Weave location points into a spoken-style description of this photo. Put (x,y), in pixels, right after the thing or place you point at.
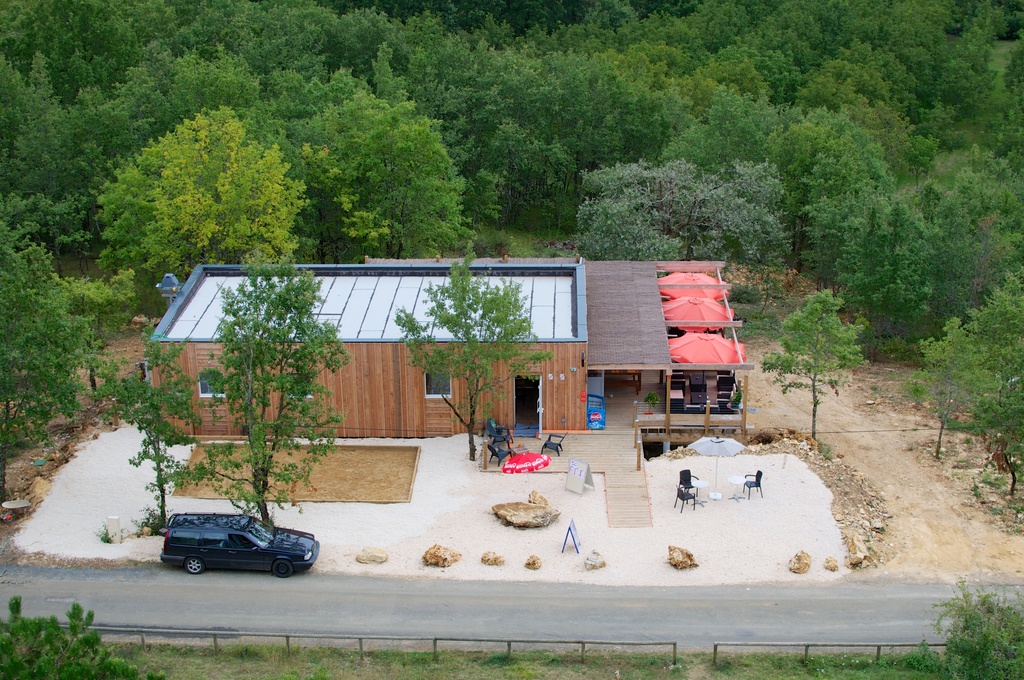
This image consists of a house (413,426). On the right (703,409), we can see three umbrellas (696,340) and chairs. At the bottom (376,582), there is a road (705,607) on which we can see a car (221,564) parked. In the background (152,100), there are many trees (505,186).
